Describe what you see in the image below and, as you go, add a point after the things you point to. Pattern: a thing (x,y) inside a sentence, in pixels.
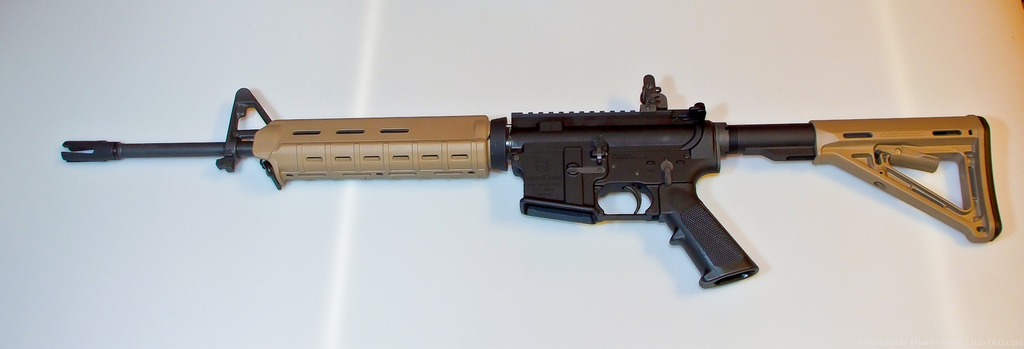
In the picture I can see a weapon (363,134).
